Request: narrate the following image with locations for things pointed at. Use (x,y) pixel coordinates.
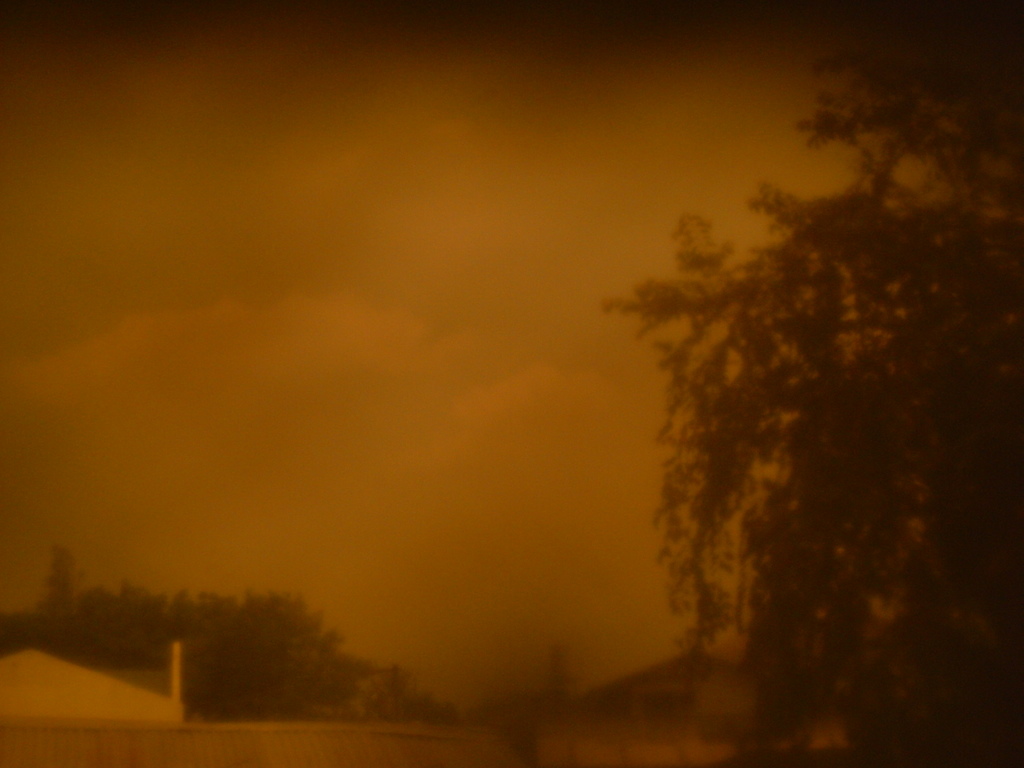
In this image we can see trees (752,690). Background (472,409) it is blur.
